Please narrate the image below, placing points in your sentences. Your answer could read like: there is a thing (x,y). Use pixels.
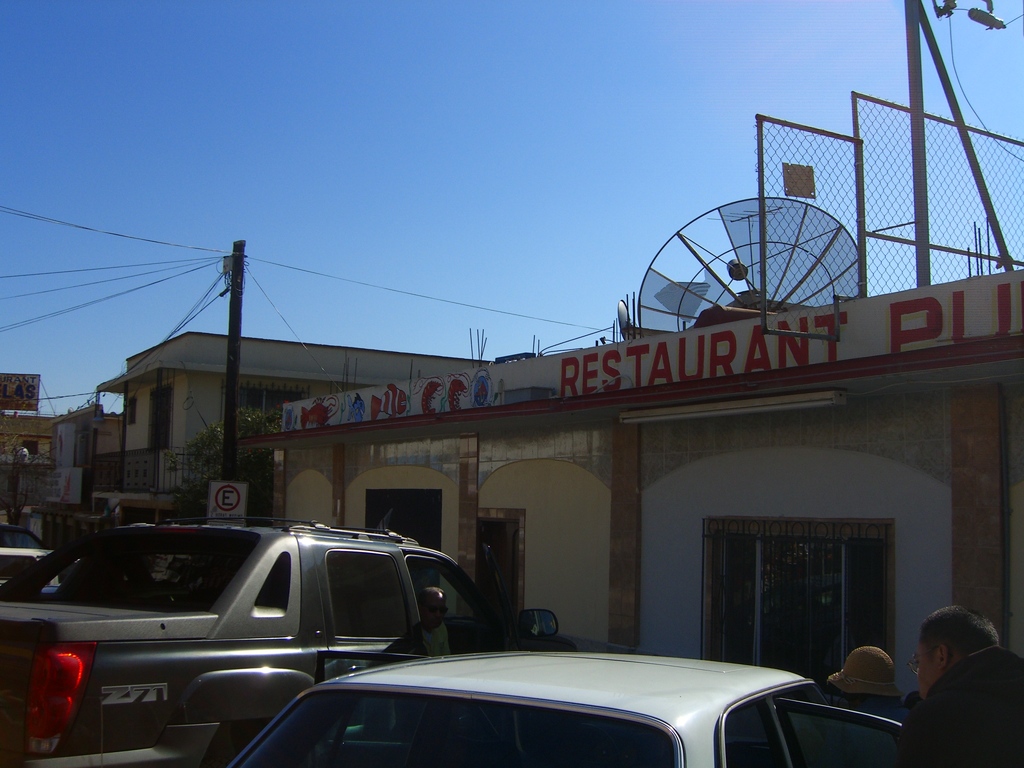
In this picture we can see two vehicles (285,686) here, on the right (746,316) there are buildings (305,436), we can see satellite dish (775,260) here, there is a pole (234,479) and a board (237,495) here, we can see wires (169,278) here, at the right bottom (952,611) there is a person (981,702), we can see the sky (475,260) at the top of the picture (420,139).
